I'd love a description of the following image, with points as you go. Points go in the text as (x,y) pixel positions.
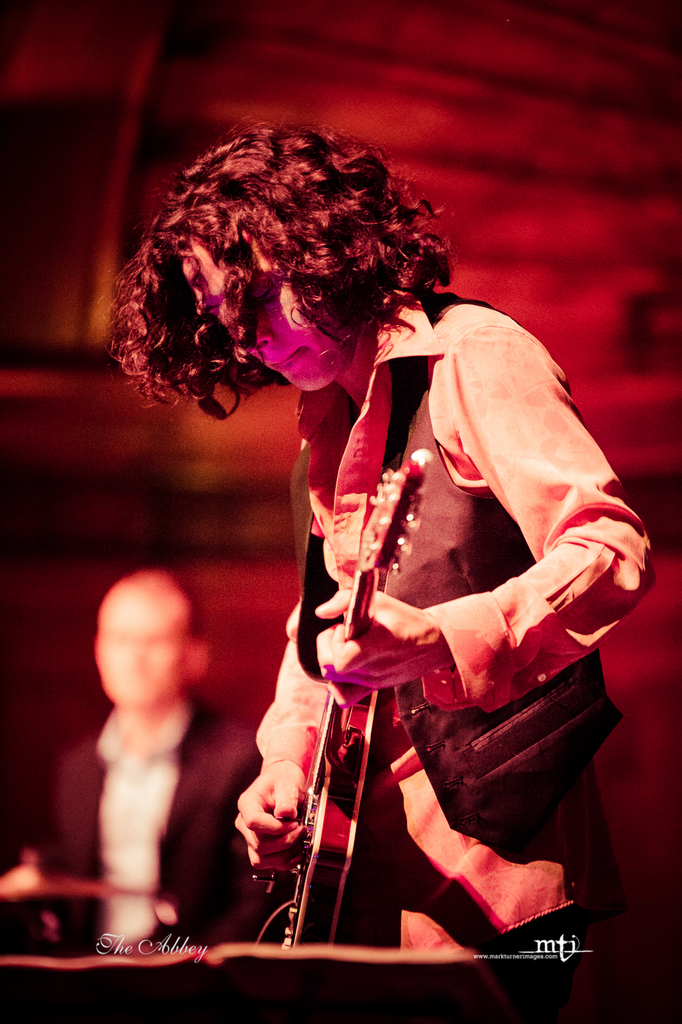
In this picture a person (401,639) is playing guitar (307,876), in the background (212,745) we can see a person (132,720) is seated.
